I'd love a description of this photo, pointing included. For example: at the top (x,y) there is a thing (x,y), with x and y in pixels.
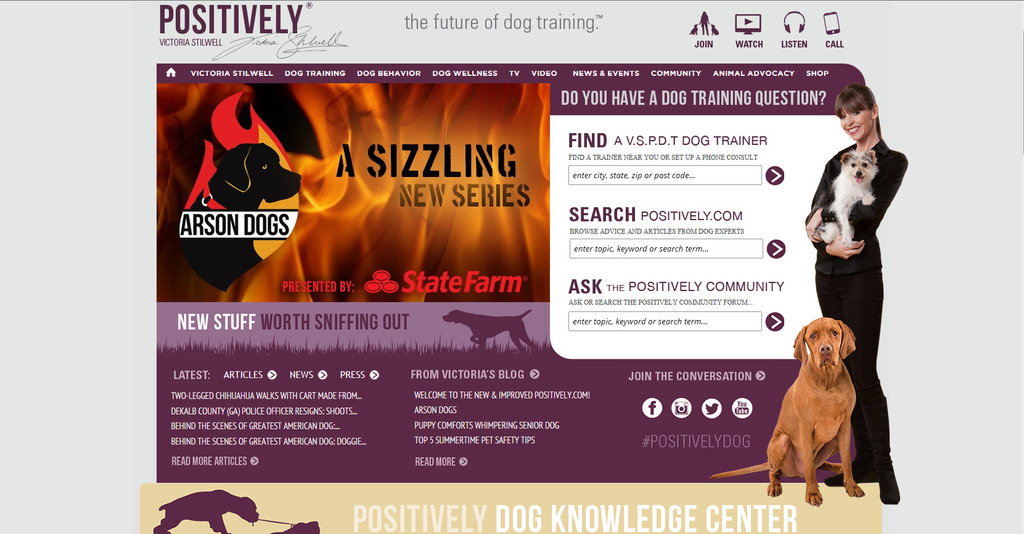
In this picture there is a advertising poster (636,515) in the image. In the front (859,263) there is a girl (881,304) wearing black suit (873,331) is holding the dog (854,182) in the hand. On the front (777,433) bottom side there is a brown color dog (833,443) sitting. On the top (347,145) and the bottom side there is some quote (416,400) written on the poster (600,428).
